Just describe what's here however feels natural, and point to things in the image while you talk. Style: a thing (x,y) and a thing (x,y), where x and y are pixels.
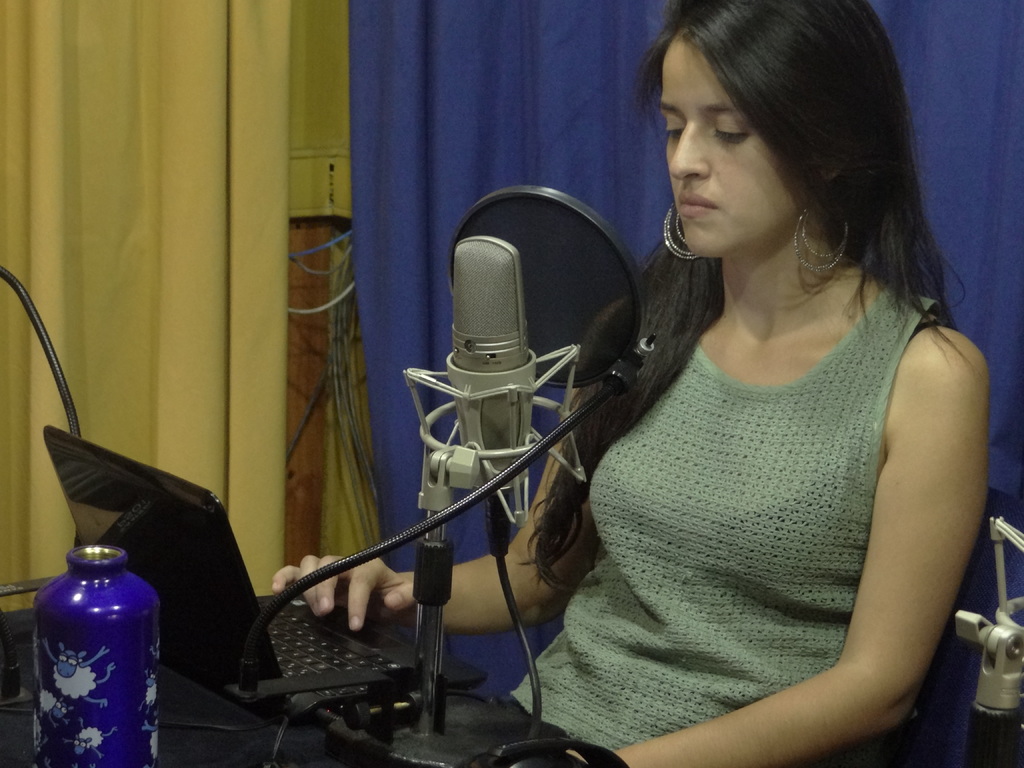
In this image there is a woman (611,479) sitting on the chair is using a laptop (220,628) which is in front of her on the table (179,693), there is a bottle (86,645) and a mic (449,408) on the table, behind the woman (677,413) there are curtains (356,189).
